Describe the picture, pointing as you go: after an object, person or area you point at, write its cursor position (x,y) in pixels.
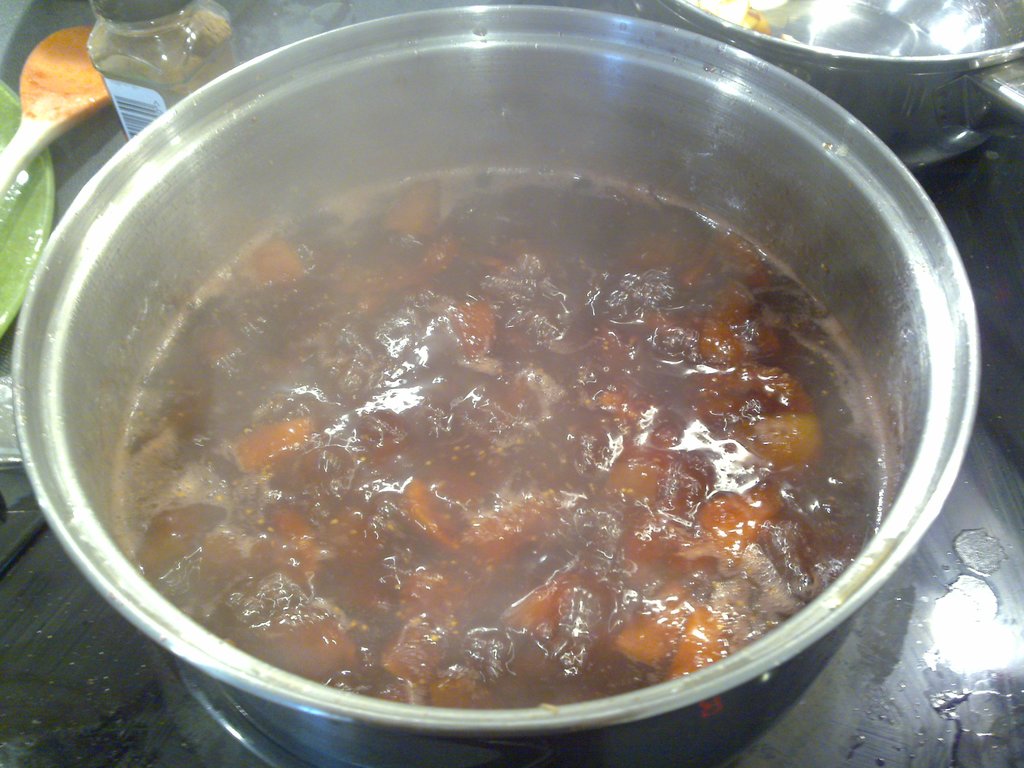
In the foreground of this image (436,303), there is a vessel (818,606) on a stove (887,647) in which, there is some food (582,312). At the top (797,17), there is another vessel (876,23) and a bottle (194,35). On the left (21,180), there is a plate (37,161) and a spoon (48,111).
